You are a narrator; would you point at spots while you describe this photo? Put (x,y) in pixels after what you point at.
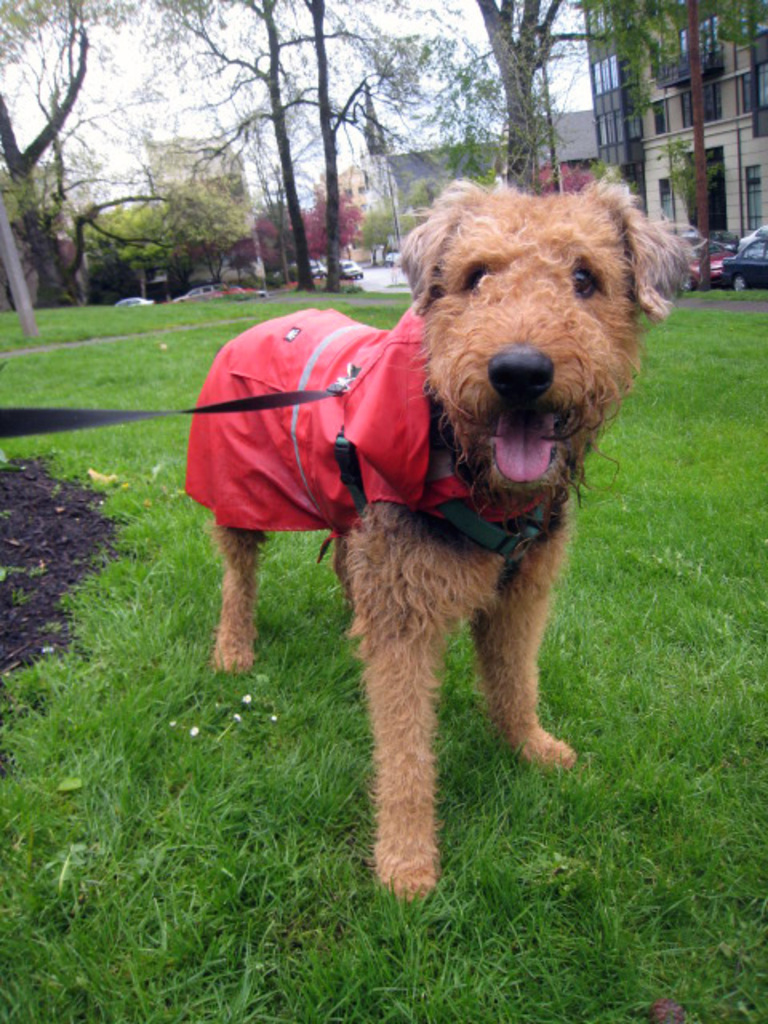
In this image we can see a dog (404,387) is standing on the grass (215,737) on the ground (64,672) and there is a belt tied to the dog (484,343). In the background (36,270) we can see trees (396,66), buildings (730,92), windows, roofs (567,118), poles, vehicles (323,265) on the road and the sky (266,170).
